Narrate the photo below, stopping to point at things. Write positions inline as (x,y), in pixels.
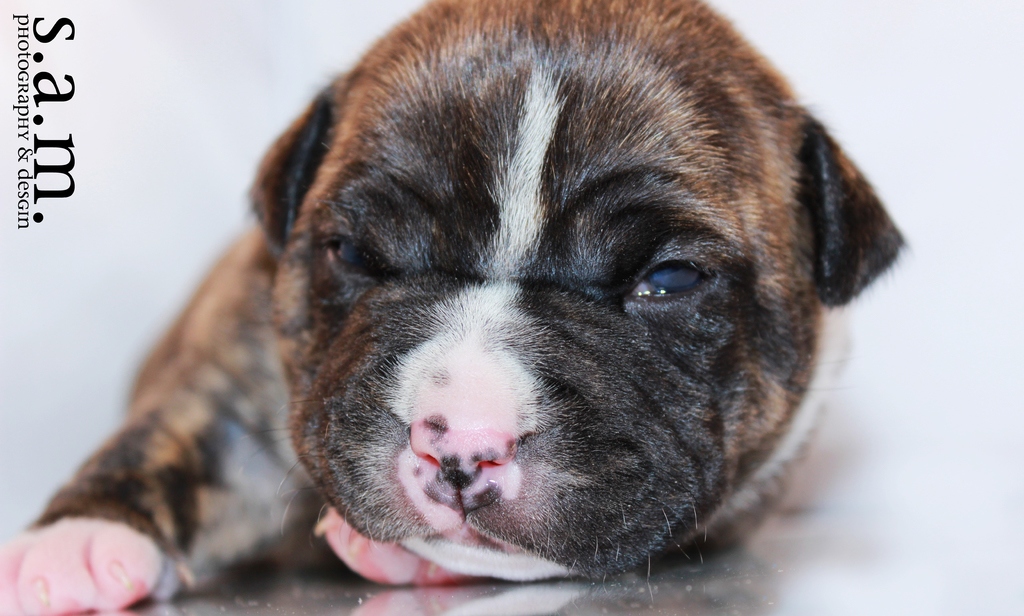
In this image, we can see a dog (525,366) lying on the surface (696,599). The background (1005,273) is in white color. In the top left side of the image (24,100), we can see the watermarks (33,129).
